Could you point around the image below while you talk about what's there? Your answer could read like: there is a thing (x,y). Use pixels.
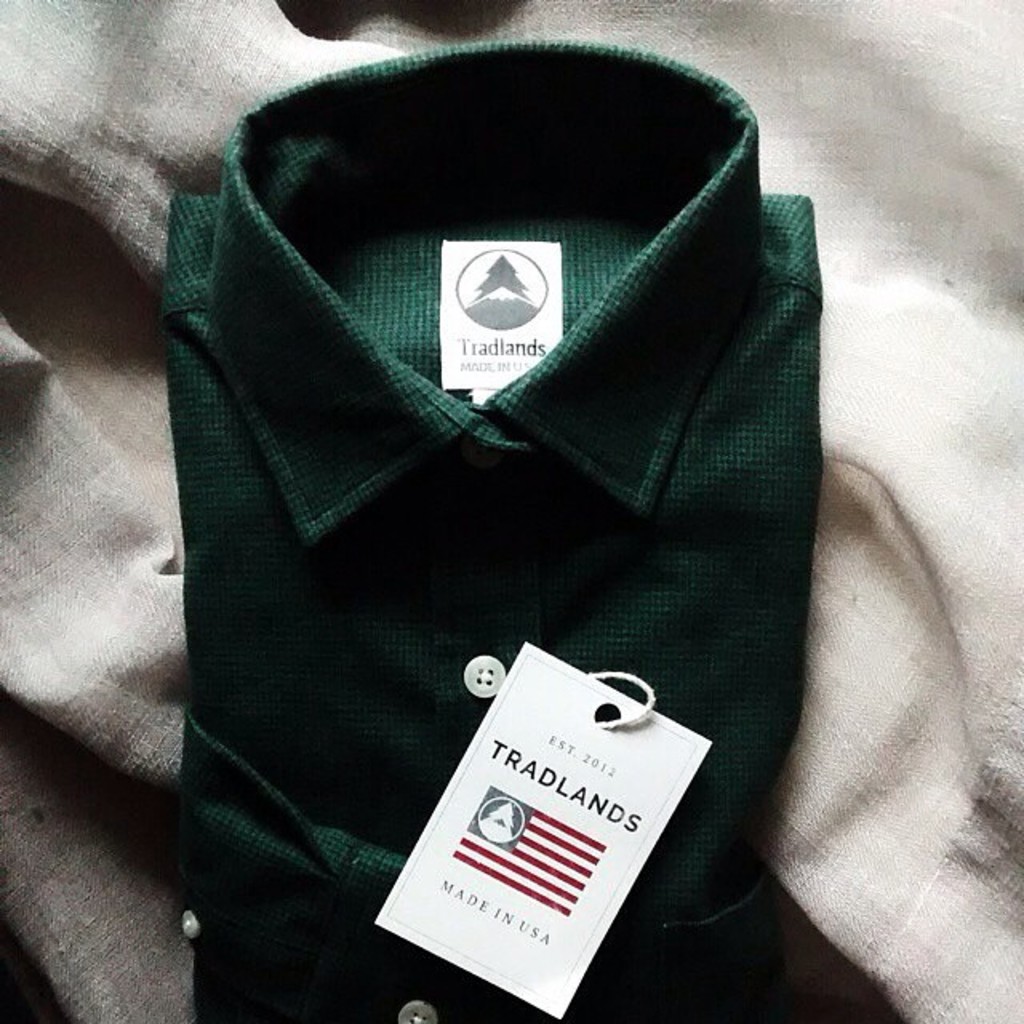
In this image, we can see a green color shirt (756,957) and there is a white color tag (531,684) on the shirt (472,665).
